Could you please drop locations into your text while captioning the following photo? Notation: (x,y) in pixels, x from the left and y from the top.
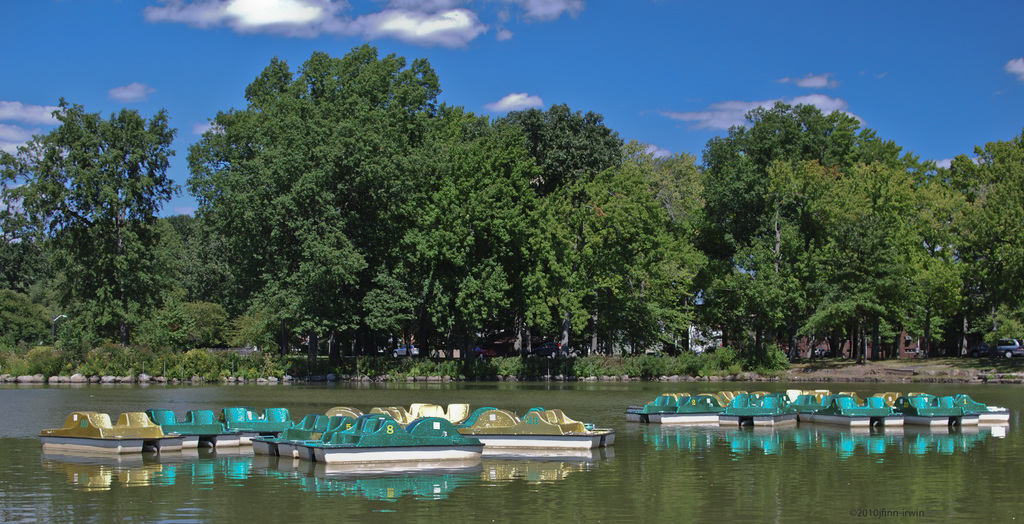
In this image we can see boats (420,424) on the water (753,449). In the background (190,364) we can see plants (790,366), ground (836,365), vehicles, trees (401,309), and sky (663,78) with clouds (847,107).
